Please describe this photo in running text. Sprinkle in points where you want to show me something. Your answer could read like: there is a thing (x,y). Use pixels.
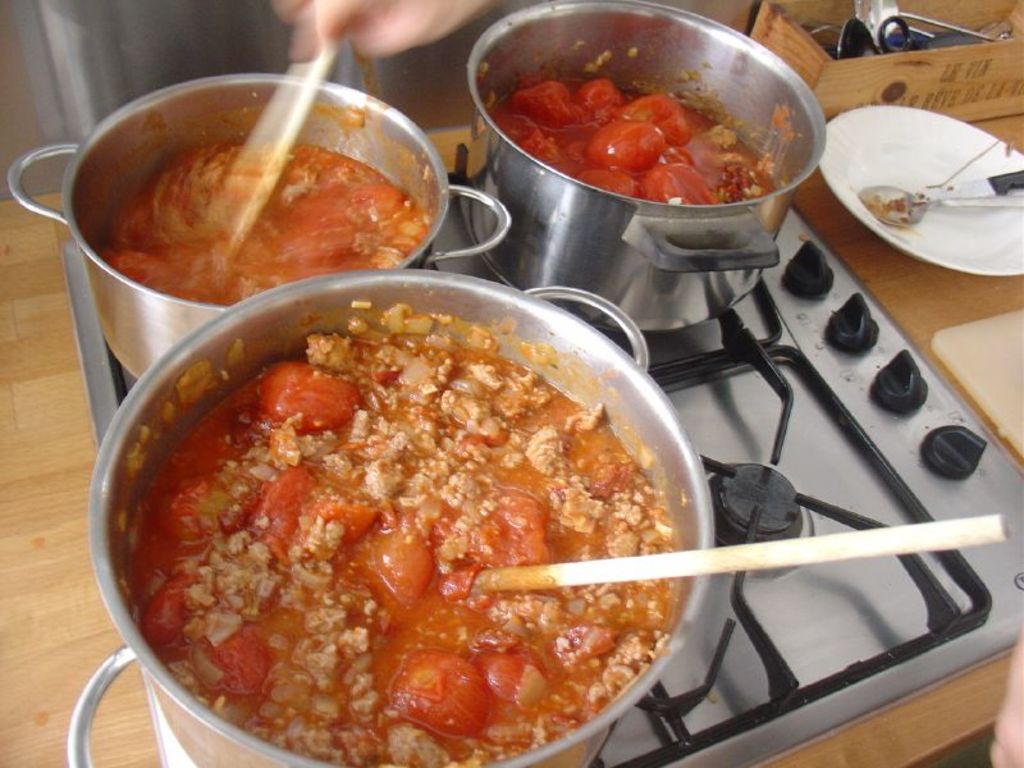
In the image we can see a stove (840,457), on the stove (801,436) there are three containers (516,335). There is a plate (967,254), white in color. In the plate (895,239) we can see a spoon (904,208) and a knife (953,189). This is a wooden surface (65,425) and a human hand (369,44), there is a scissor (884,25) and curry spoons (864,25).
